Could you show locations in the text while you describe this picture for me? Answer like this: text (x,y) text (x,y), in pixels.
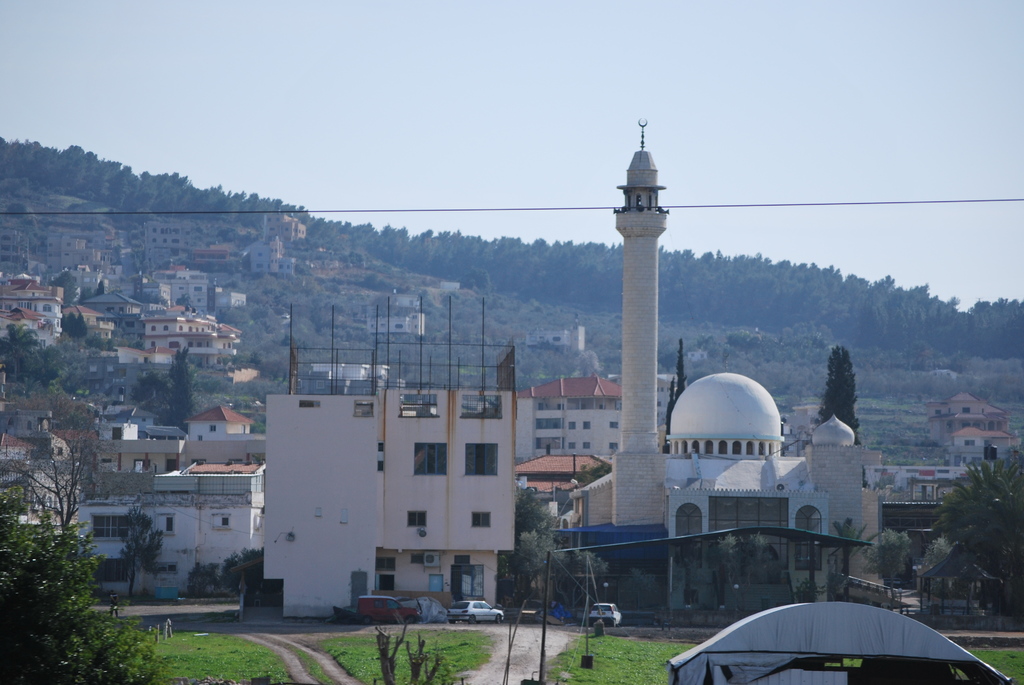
In the middle (634,426) there are buildings (555,441) and at the down side few cars (613,608) are parked. On the left side (13,554) there are green color trees (28,547). At the top (356,105) it's a sky (401,82).
